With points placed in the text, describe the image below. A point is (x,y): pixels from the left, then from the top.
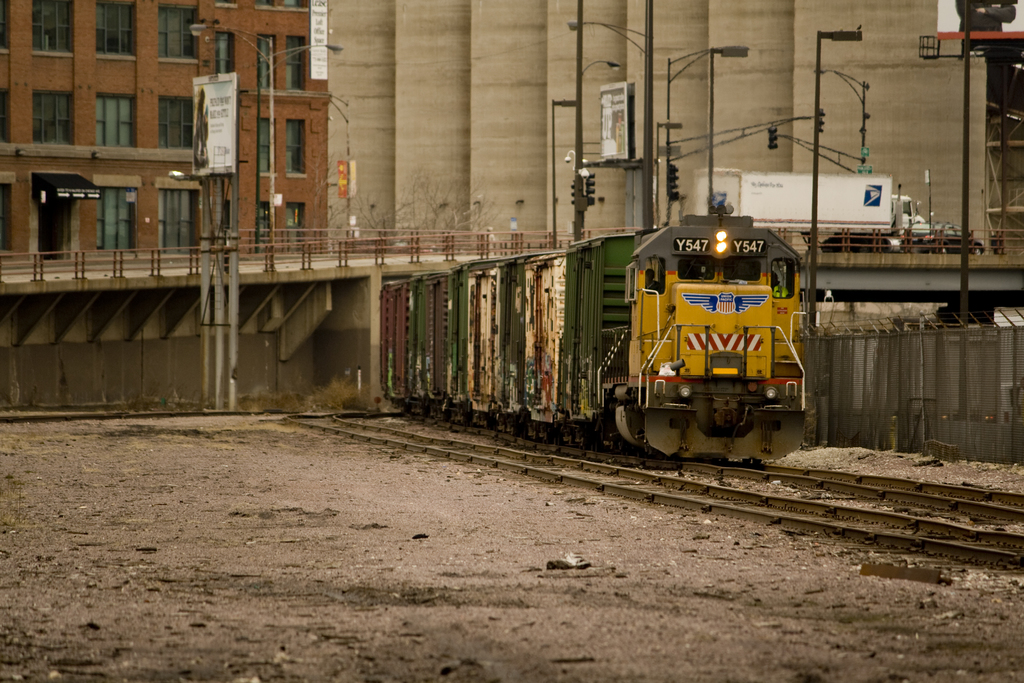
In this picture we can observe a train (602,359) moving on the railway track (794,483). There is another railway track (668,491). We can observe yellow color engine (681,307) and a light (727,247) on the train (711,252). There is an open land (379,570) here. There is a flyover (186,271). There are some poles (647,162) to which traffic signals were fixed and buildings (368,99) in the background (408,80).
